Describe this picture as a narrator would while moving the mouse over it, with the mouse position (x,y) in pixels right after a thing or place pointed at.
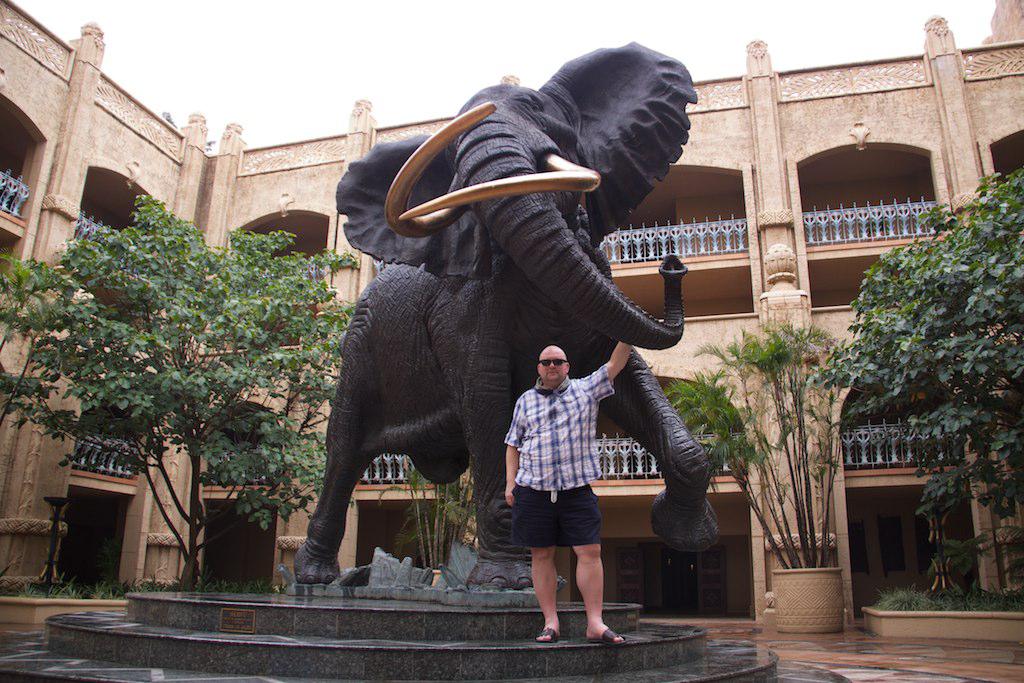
There is a person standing in the center (613,368). In the background (652,310) we can see an elephant statue (455,293), a building (263,181) and trees (989,300).
